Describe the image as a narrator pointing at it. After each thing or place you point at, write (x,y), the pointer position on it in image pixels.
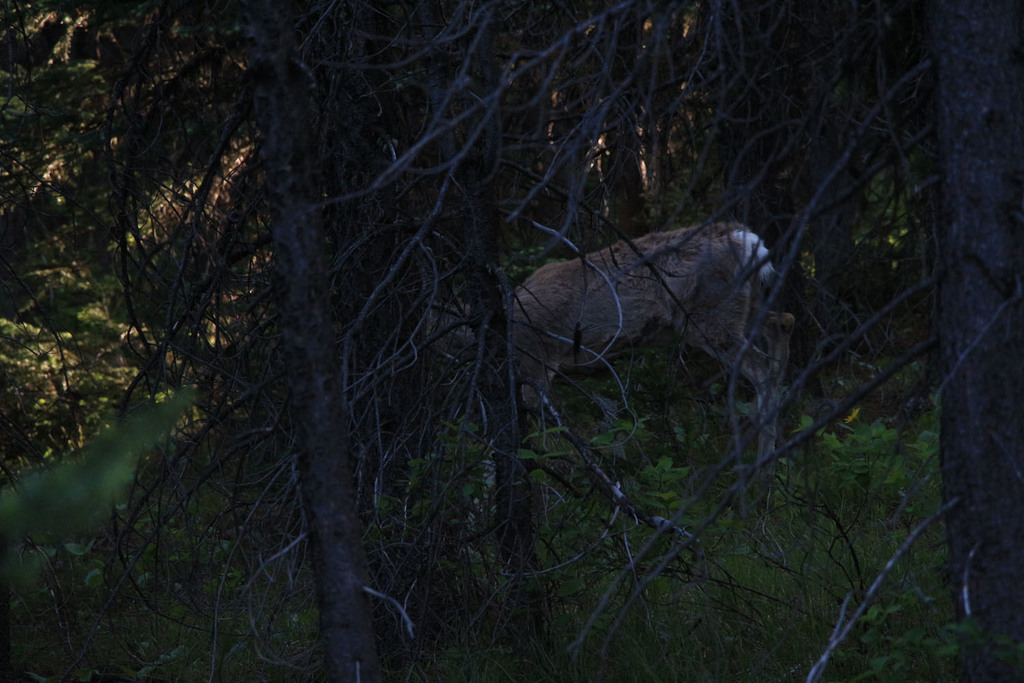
This picture is little dark. In this picture we can see an animal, branches (391,275) and the green leaves (80,528).
